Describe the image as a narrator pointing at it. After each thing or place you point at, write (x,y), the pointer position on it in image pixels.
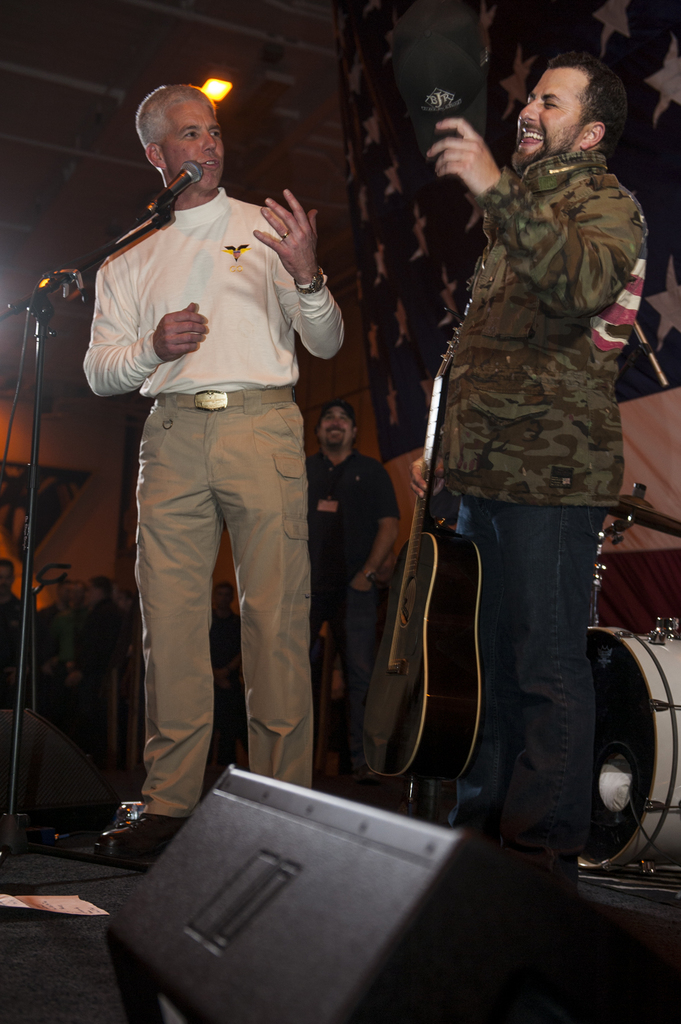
In this image in the front (305,885) there is an object (304,930) which is black in colour. In the center (278,451) there are persons (202,464) standing and performing on the stage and smiling. In the background (14,609) there are persons (59,592) on the left side (73,582). There is a flag (411,258) and there are objects (656,698).
